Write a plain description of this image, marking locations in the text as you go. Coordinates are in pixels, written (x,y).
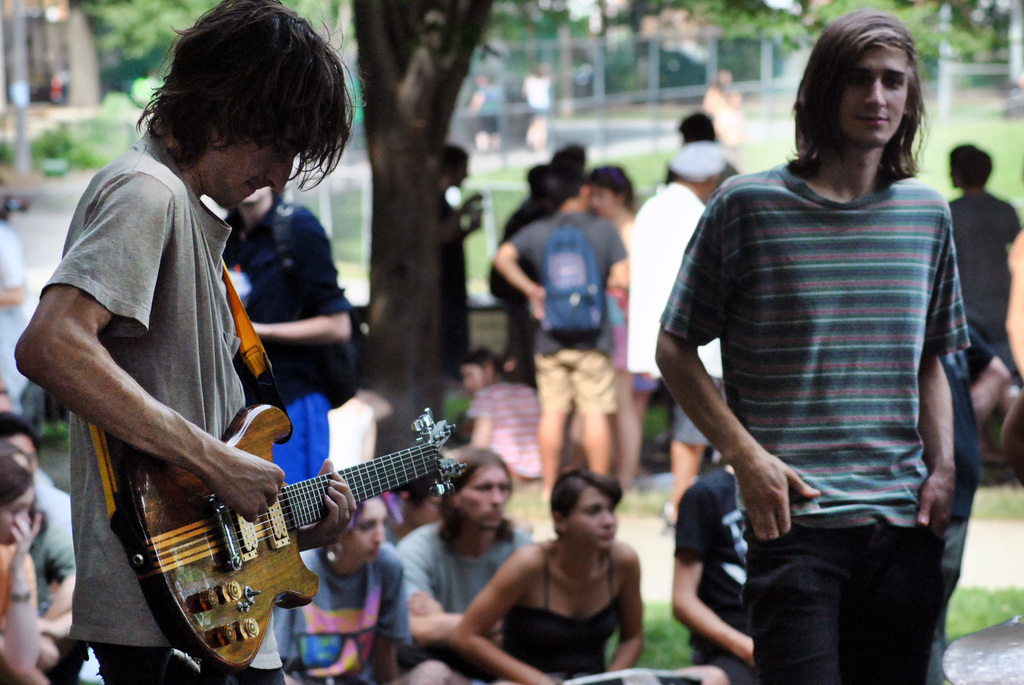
in this image i can see a group persons (455,302) standing and some persons (388,584) sitting on the floor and back ground i can see there are some trees (422,100). And right side (835,286) a person (835,356) wearing a striped shirt (819,286) standing on the right side (799,443) and there is a person (49,383) on left side (75,367) holding a guitar (173,538) and standing on left side (90,272).
